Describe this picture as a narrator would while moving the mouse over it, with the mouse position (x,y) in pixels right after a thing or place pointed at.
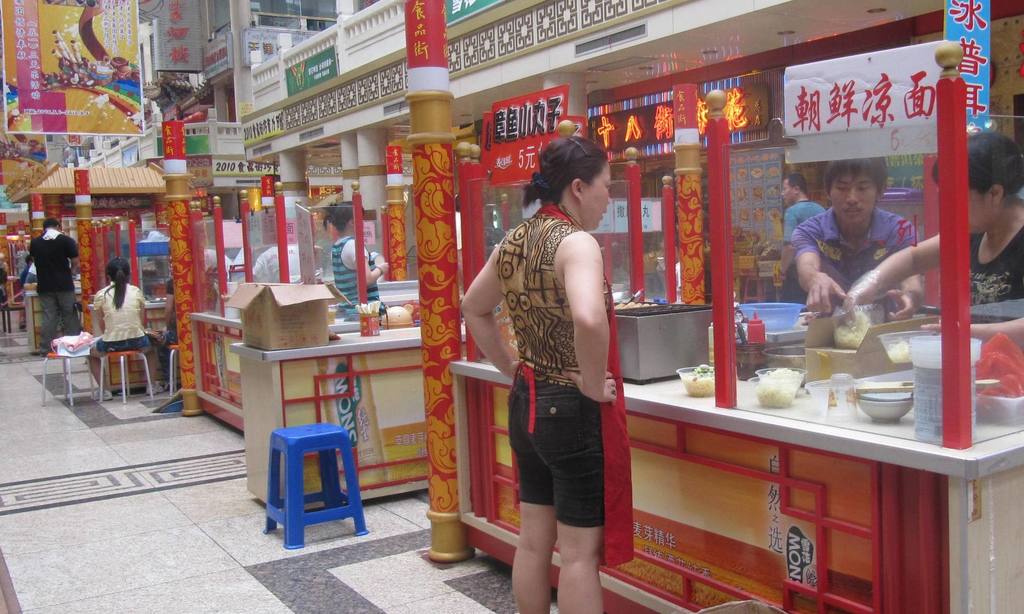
In this image there are some stalls (365,287) and some persons (860,277) are standing, in the stalls (966,345) there are some noodles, stoves (700,316), bowls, sauce bottles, clothes (364,301), box (834,365) and some other objects (381,327). And in the center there are some stools (176,377), in the background (97,128) there are some boards (253,164), pillars (86,169), buildings (252,70). On the boards (301,72) there is text (313,72), at the bottom (169,429) there is floor (173,487).
